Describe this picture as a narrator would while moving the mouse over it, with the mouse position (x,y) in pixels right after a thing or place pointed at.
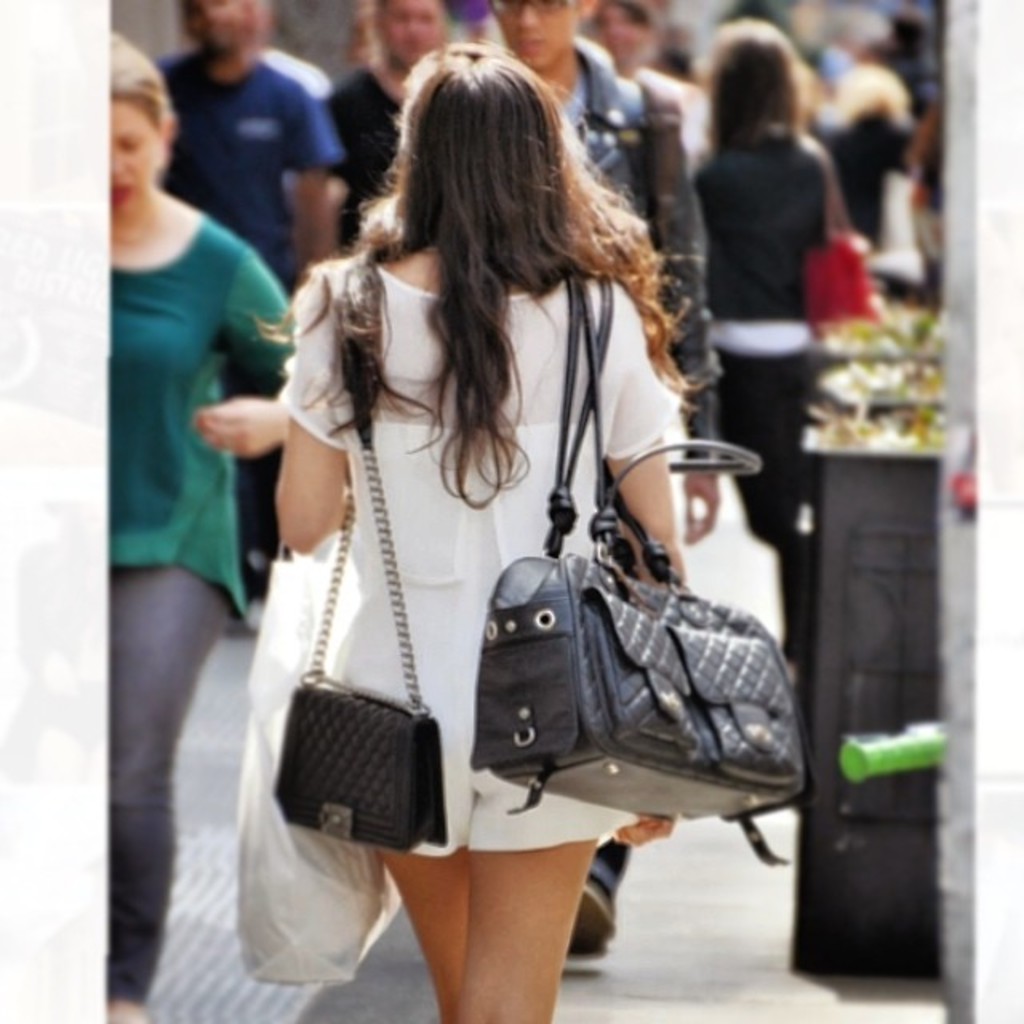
On the background (744,118) we can see persons (250,100) standing and walking. In Front of a picture we can see a woman (538,344) in white colour dress (520,378), wearing black bags (552,600) on her shoulders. She is carrying a carry bag (274,647) with her hand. At the right side of the picture (893,797) we can see a planter (913,557).
